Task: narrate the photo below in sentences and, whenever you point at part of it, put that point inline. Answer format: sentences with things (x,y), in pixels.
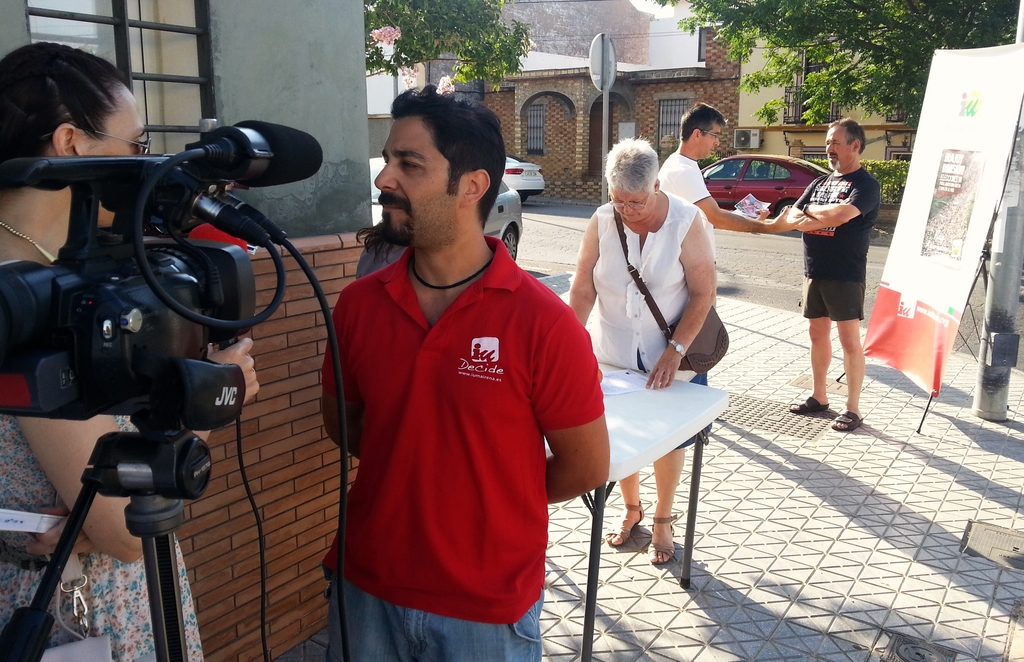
This picture might be taken from outside of the city. In this image, on the right side (907,371), we can see a pole (1014,196), hoardings (964,258) and a man (825,263) standing on the floor (917,471). In the middle of the image (662,296), we can see a man (693,163) and a woman (680,289) standing in front of the table (634,426), on that table (673,410), we can see a paper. In the middle of the image (474,290), we can also see a man (569,407) wearing red color shirt (525,332). On the left side (111,359), we can see a camera (215,289), electric wire (268,236), a microphone (234,157) and a woman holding a microphone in her hand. In the background (169,92), we can see a building (136,56), glass window (91,27), person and few vehicles (525,166) which are placed on the road (777,255), hoardings (962,120), trees (919,94), flowers (440,90), air conditioner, building (643,113). At the top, we can see a sky (652,7).
